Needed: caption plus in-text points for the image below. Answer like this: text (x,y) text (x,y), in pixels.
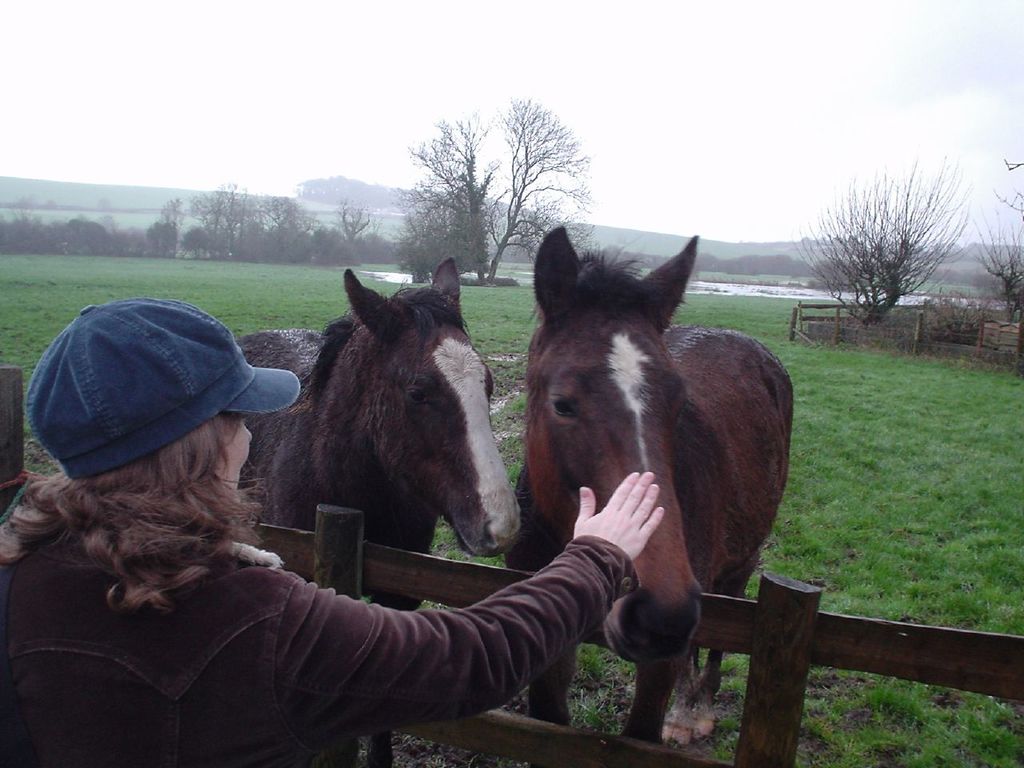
In this image I can see a person (164,558) with cap (100,446). There are two horses (537,436), there are trees (830,246) and plants (965,324). Also there is wooden fencing (957,334), grass (883,406) and in the background (589,51) there is sky (567,79).
